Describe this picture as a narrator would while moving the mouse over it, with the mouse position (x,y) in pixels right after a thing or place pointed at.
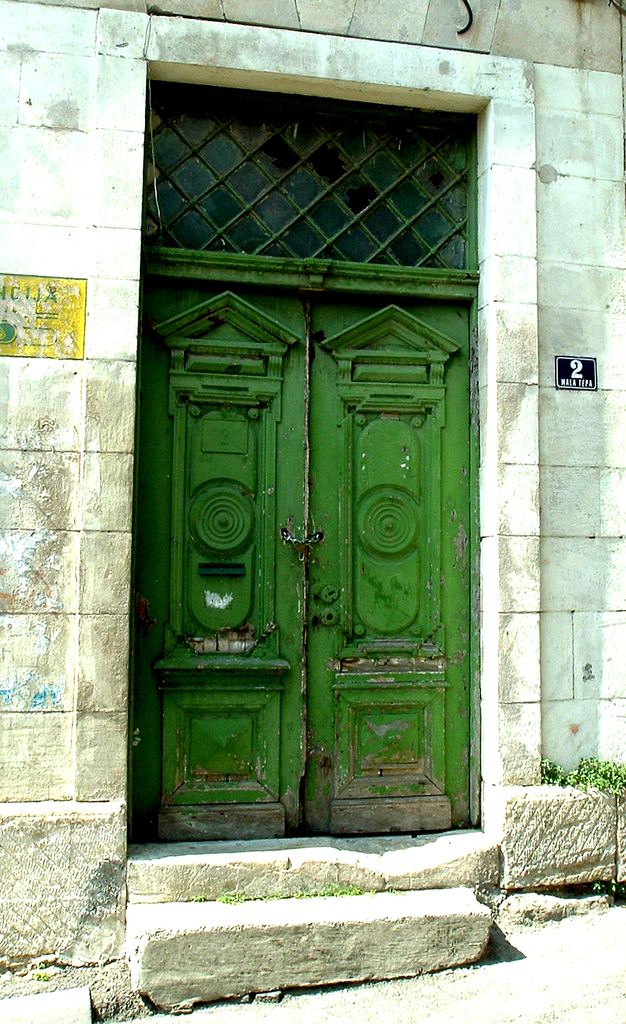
In this image we can see there is a building (10,816).
